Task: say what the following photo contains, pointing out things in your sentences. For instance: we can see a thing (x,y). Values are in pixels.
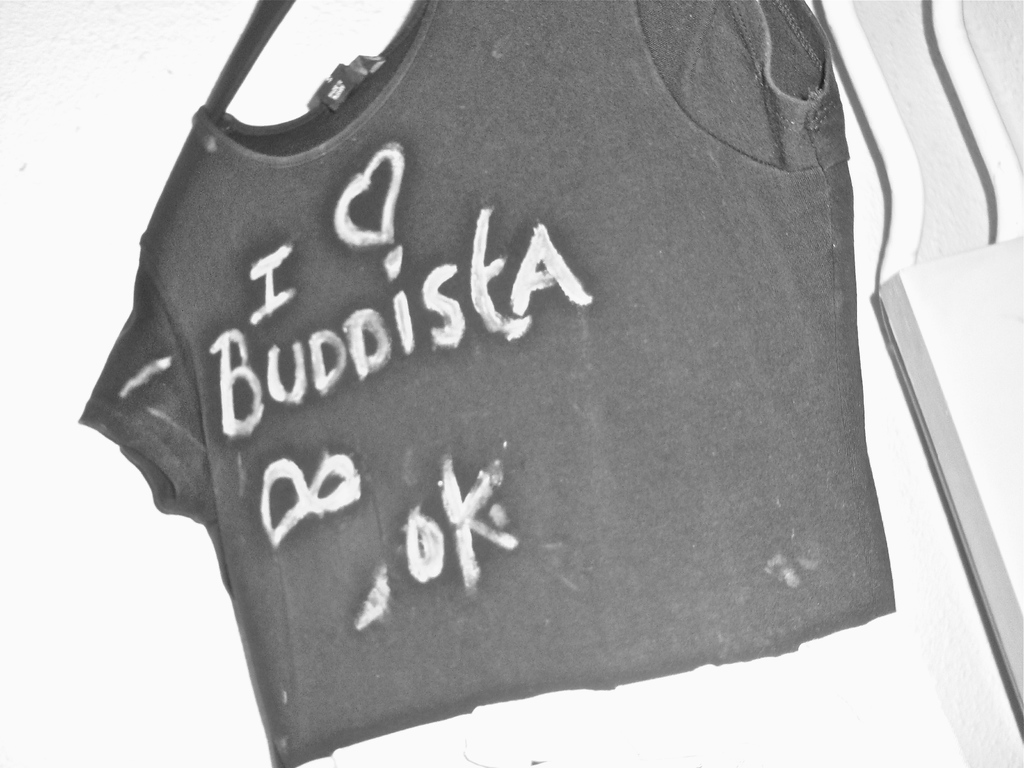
In this image there is a T shirt (461,382) on the hanger (225,98) and there is some text (347,206) on the T shirt (491,247).
